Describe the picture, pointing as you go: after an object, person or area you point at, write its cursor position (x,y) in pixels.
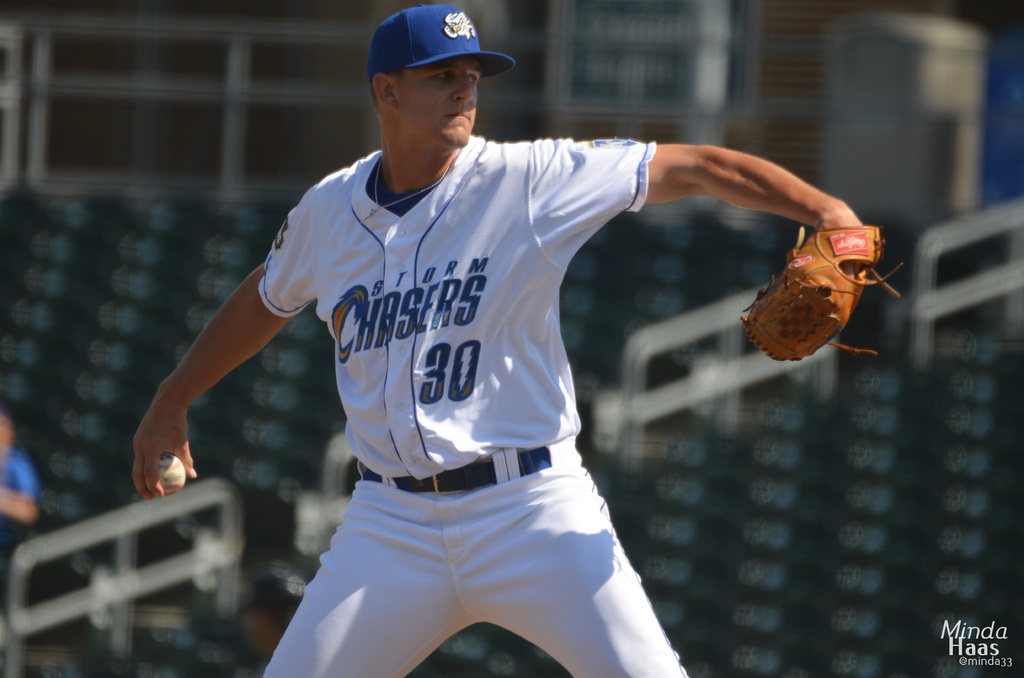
This image consists of a man (487,352) playing baseball. He is wearing white dress (345,315) and a gloves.
